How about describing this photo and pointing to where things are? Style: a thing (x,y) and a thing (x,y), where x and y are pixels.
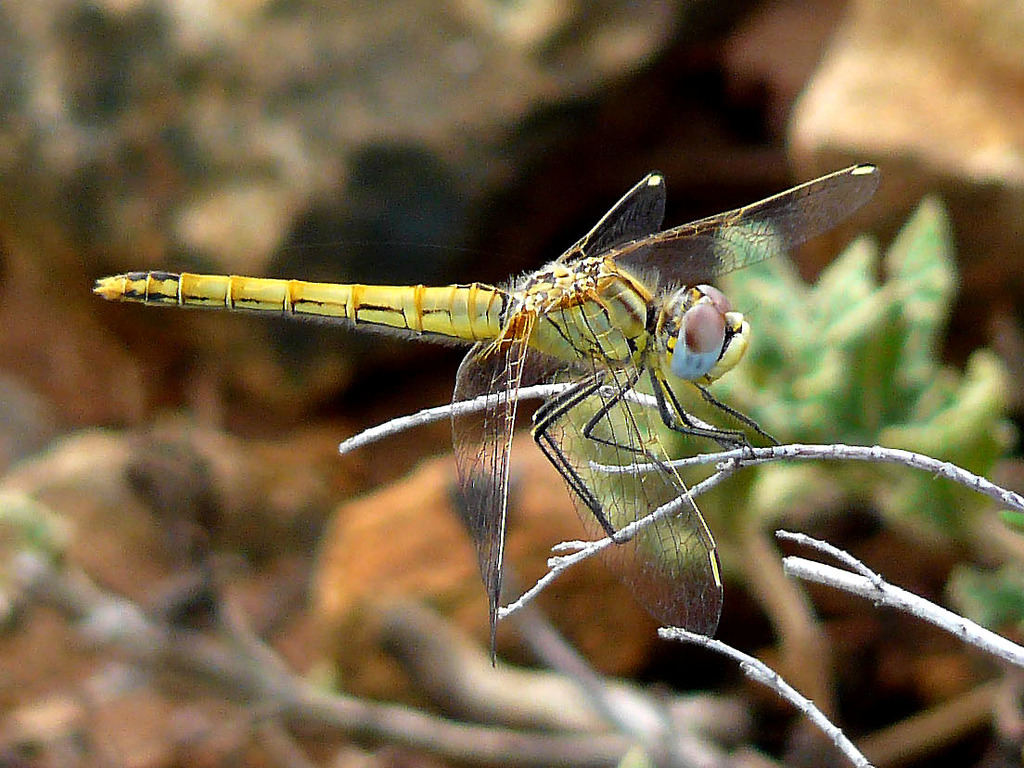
In this image there is an insect (639,338) on the tree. The background (622,137) is blurred.
